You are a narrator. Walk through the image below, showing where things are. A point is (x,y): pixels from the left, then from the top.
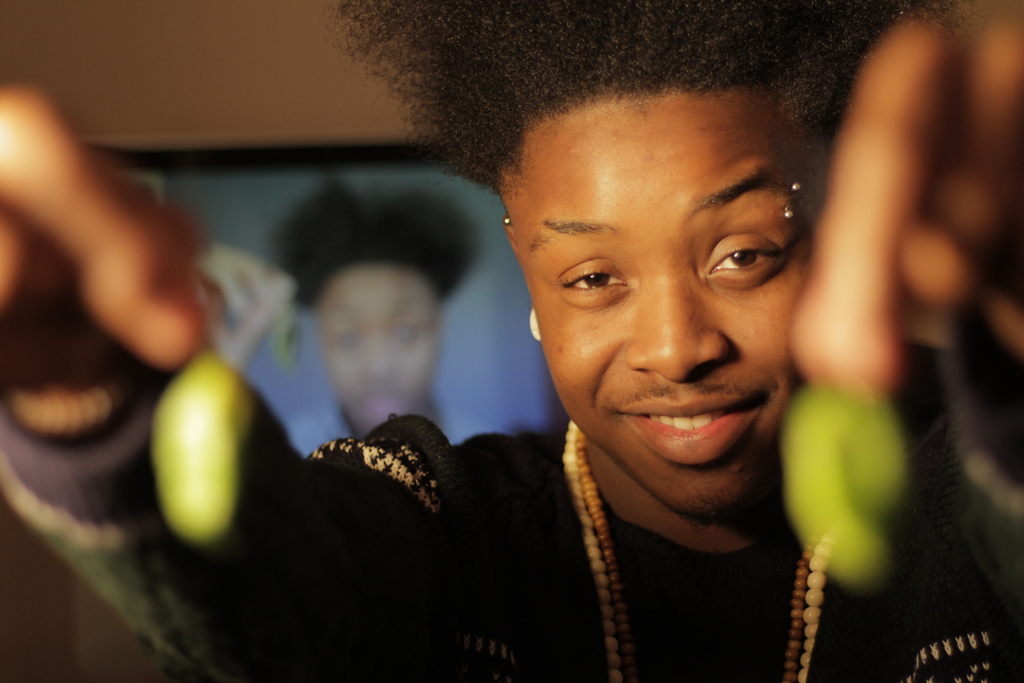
There is a man (592,352) holding green objects (209,369). In the background (320,383) we can see frame (301,284) on a wall (312,99).
